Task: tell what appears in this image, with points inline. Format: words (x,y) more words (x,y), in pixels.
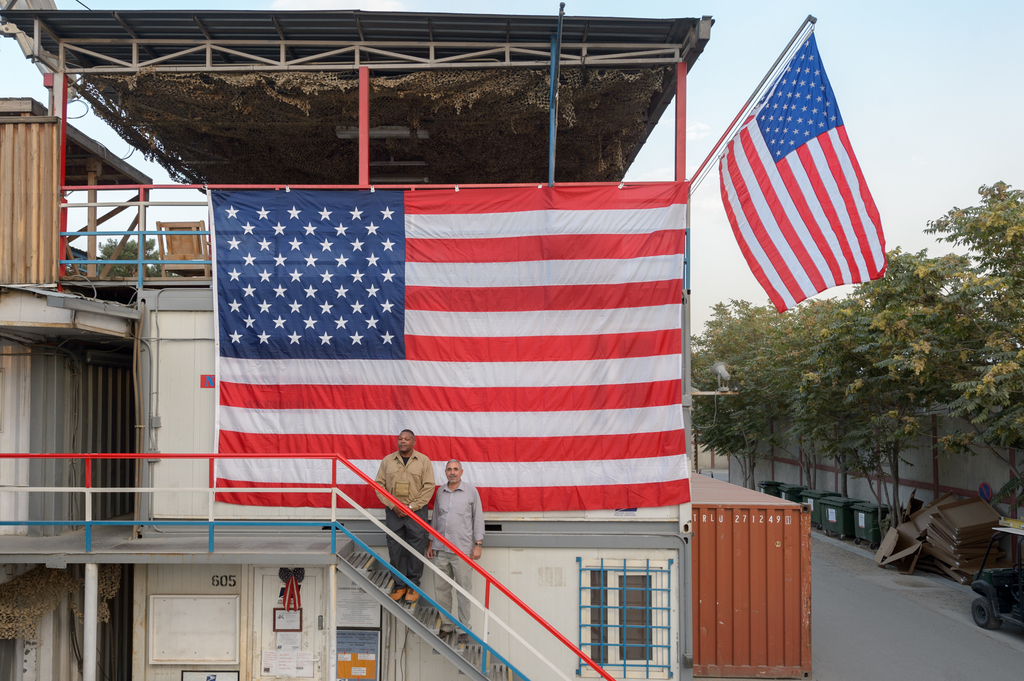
In this image in the front (199,534) there are steps (414,611) and there are persons (395,513) standing on the steps (389,577) and there is a railing (485,643). On the top (503,222) there are flags (538,210) and there is a shelter (316,110), there are poles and there is an empty chair (191,258). On the right side (833,413) there are trees (884,455) and there are trolleys (832,510) which are green in colour, and there is a container (747,547). At the bottom (642,623) there is a window (622,647) and there is a door (264,622) and on the wall (201,613) there are frames (208,637).
